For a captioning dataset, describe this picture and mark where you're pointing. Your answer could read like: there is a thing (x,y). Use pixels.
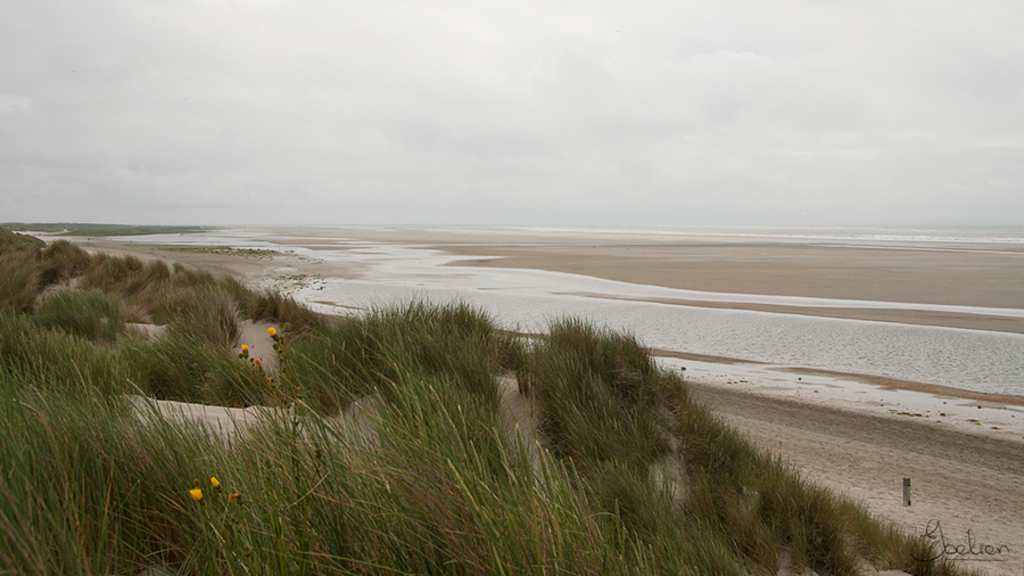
In this image there is grass (233,454), flowers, water (623,305) and cloudy sky (652,122). At the bottom right side of the image (968,544) there is a watermark (971,549).
